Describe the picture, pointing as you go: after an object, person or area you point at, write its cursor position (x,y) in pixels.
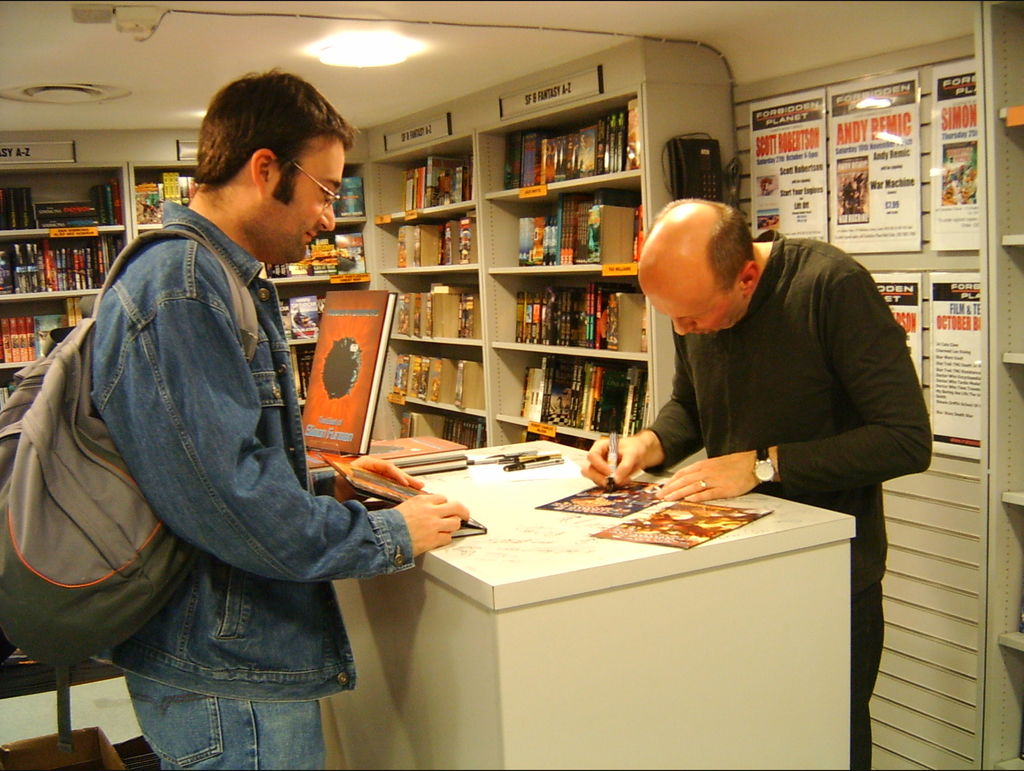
In this image I can see there are two men (294,515) one standing, left man (162,513) is wearing a bag (148,525) and a blue shirt (222,444). The person (732,441) on the right side (807,461) is standing in front of a table (678,598) and writing on a paper (600,497). On the table (525,573) we have a couple of books (424,465) and some objects (484,460) on it. Here I can see there is a shelf (441,280) in which there are some books (16,250).
